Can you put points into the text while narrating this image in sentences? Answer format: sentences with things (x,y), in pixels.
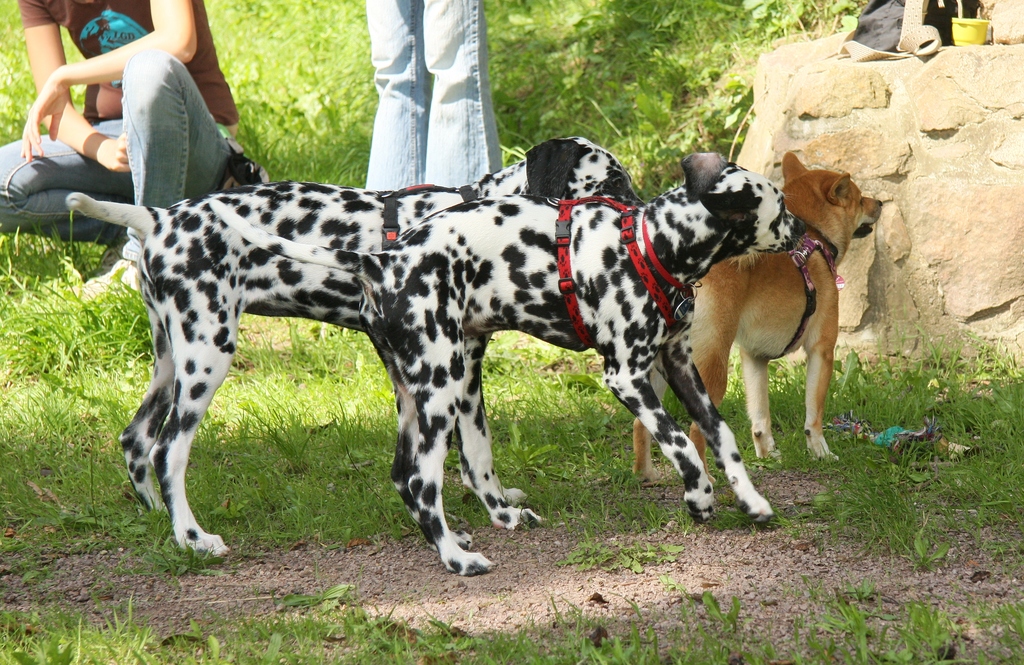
In this image we can see two black and white color dog (542,283) and one brown dog (723,303) is standing on the grassy surface (649,544). Background (963,110) rock (936,102) and two persons (128,46) are there. On rock (977,55) one bag (917,28) is present.
